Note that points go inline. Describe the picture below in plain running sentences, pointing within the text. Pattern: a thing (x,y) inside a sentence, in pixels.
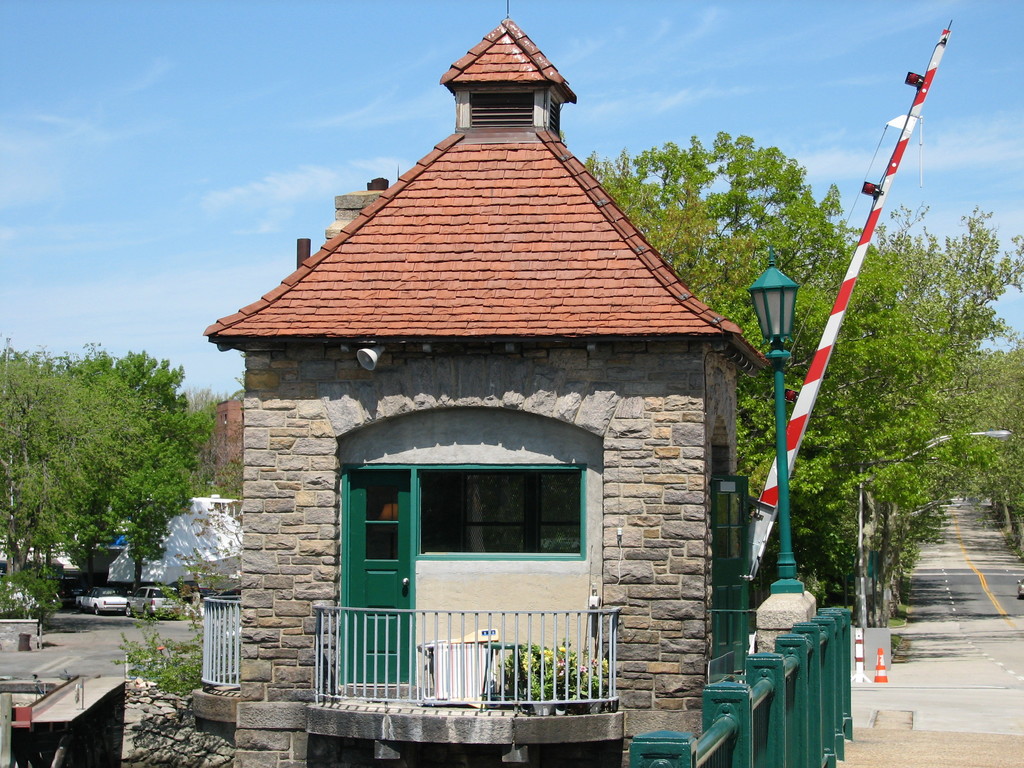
In the center of the image (547,417) there are buildings (443,483). There is a metal fence (706,695). On the right side of the image (983,649) there is a road (977,609). There is a traffic cone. There are street lights (863,617). On the left side of the image (62,599) there are cars (114,600). In the background of the image (234,371) there are trees (66,413) and sky (290,127).
